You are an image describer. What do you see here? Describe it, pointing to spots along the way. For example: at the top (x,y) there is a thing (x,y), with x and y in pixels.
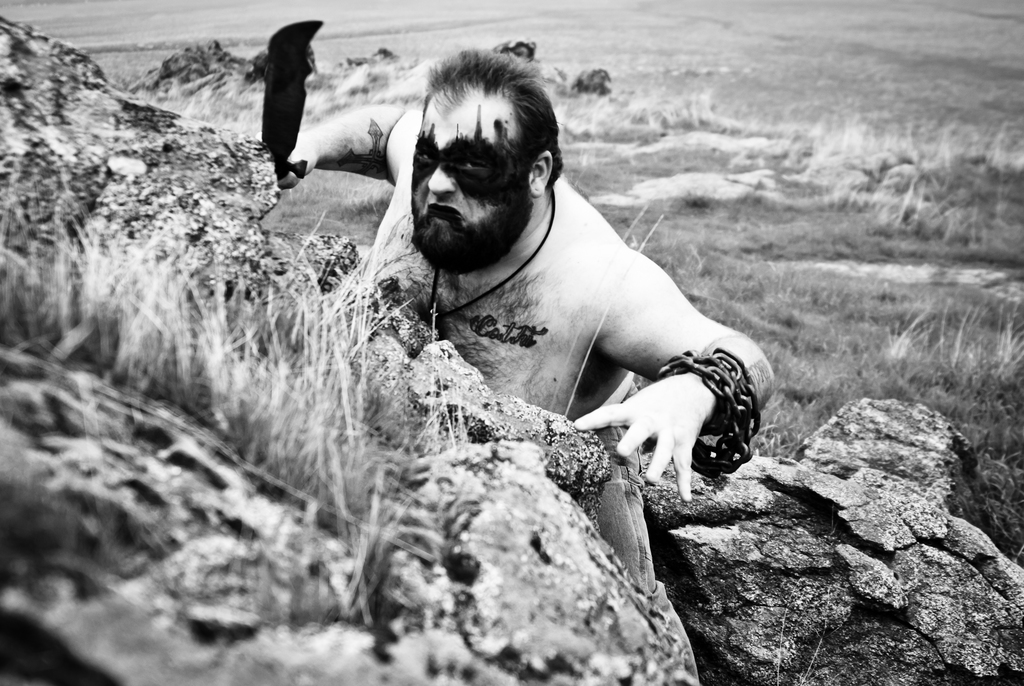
In the picture we can see a man (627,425) in a tribal costume (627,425) and in front of the man (627,460) we can see a rock (121,188) on it, we can see some grass plants (389,456) and in the background (378,222) also we can see dried grass surface (583,138).
